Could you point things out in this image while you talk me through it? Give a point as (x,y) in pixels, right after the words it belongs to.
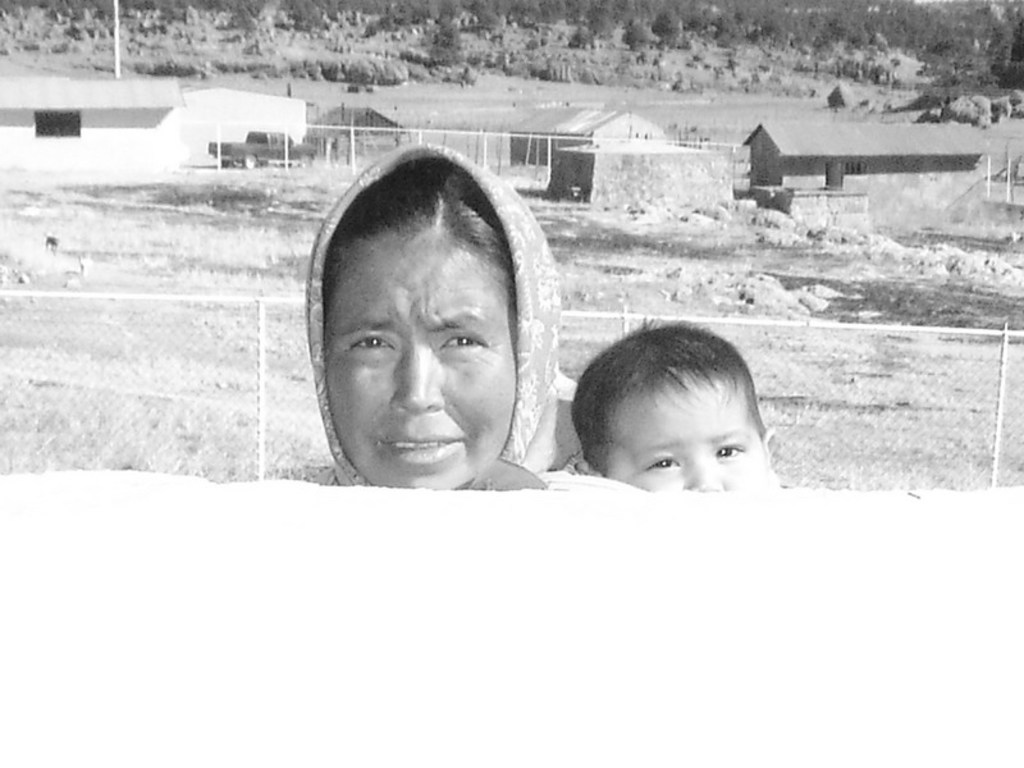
This image is a black and white image. This image is taken outdoors. This image is a cropped image. At the bottom of the image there is a woman (464,380) and a kid (660,429). In the background (206,12) there are many trees (330,77) and plants (595,26) and there are a few houses (211,116). A car (260,137) is parked on the ground (218,248) and there is a fence (27,294).
